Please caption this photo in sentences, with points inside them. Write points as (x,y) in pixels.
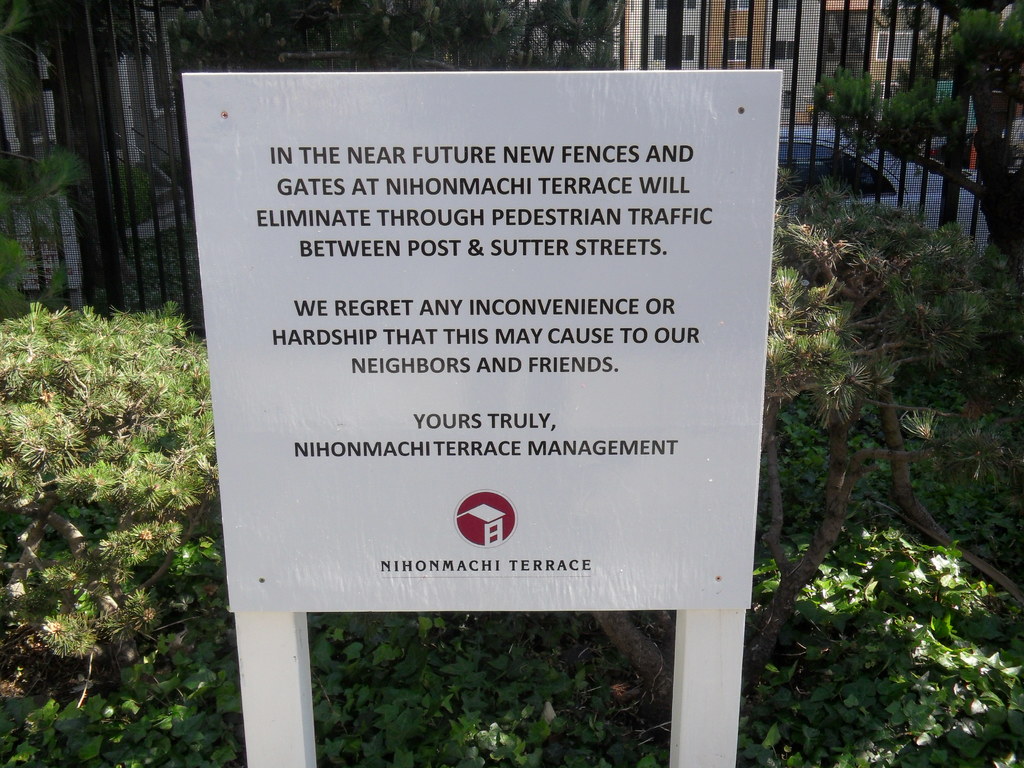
In this picture we can see the white board (227,531) in the front (409,586). Behind there are some green plants (88,454). In the background (78,108) there is a black Iron grill (726,55).
